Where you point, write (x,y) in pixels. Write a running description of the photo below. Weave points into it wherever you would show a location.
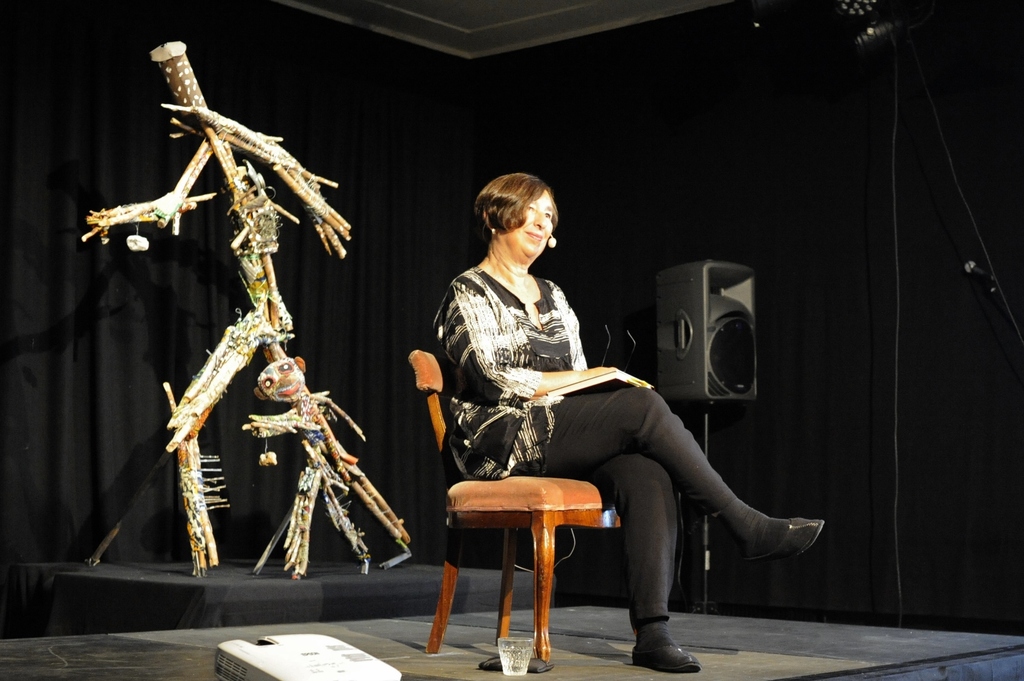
This image is taken indoors. At the bottom of the image (162,663) there is a floor (708,652). There is a light (307,660) and there is a glass (515,655) with water (515,642) on the floor (906,654). In the background (698,351) there is a speaker box (711,360). At the top of the image (469,24) there is a ceiling (507,9). In the middle of the image (470,358) a woman (476,406) is sitting on the chair (527,509). On the left side of the image (324,449) there are two scarecrows (318,471) on the dais (117,574).
